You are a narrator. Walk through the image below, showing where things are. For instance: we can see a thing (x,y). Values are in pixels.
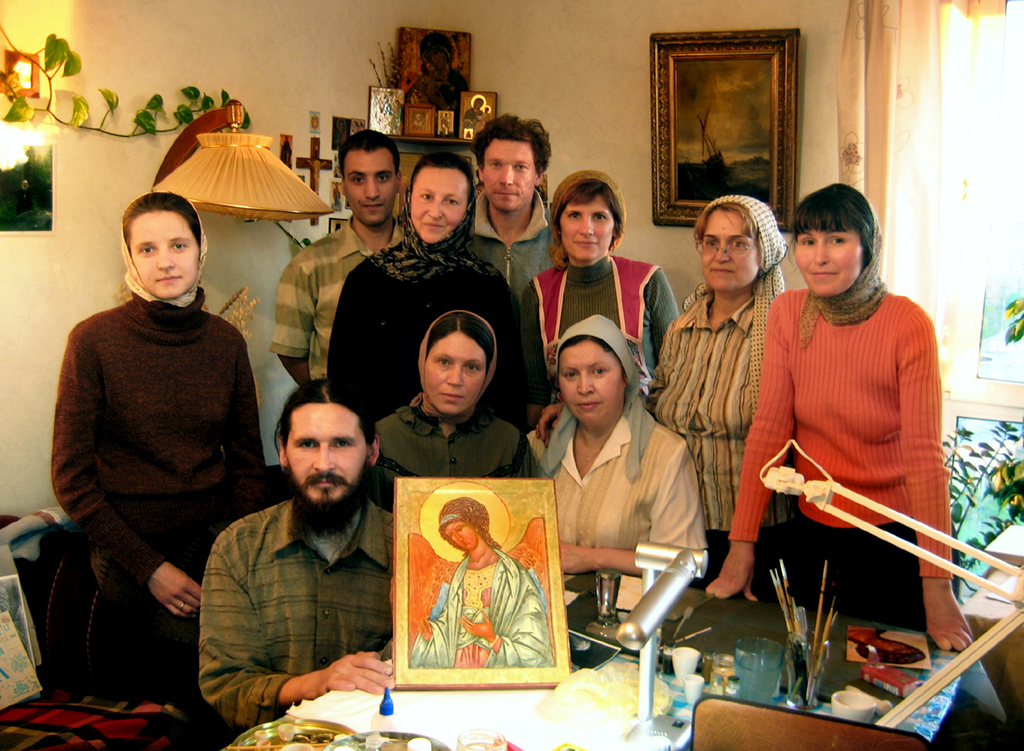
In this image we can see a group of people (416,341) standing. We can also see some people (448,426) sitting beside a table (780,616) containing a frame (431,690), stand (642,713), papers (601,651), some brushes (801,670) in a glass (805,688), a cup (694,690) and some objects (739,669) which are placed on it. On the backside (995,436) we can see a curtain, some photo frames (696,199) on a wall (644,192), a cross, a plant (20,99), a light (24,82) and a lamp (234,166).
